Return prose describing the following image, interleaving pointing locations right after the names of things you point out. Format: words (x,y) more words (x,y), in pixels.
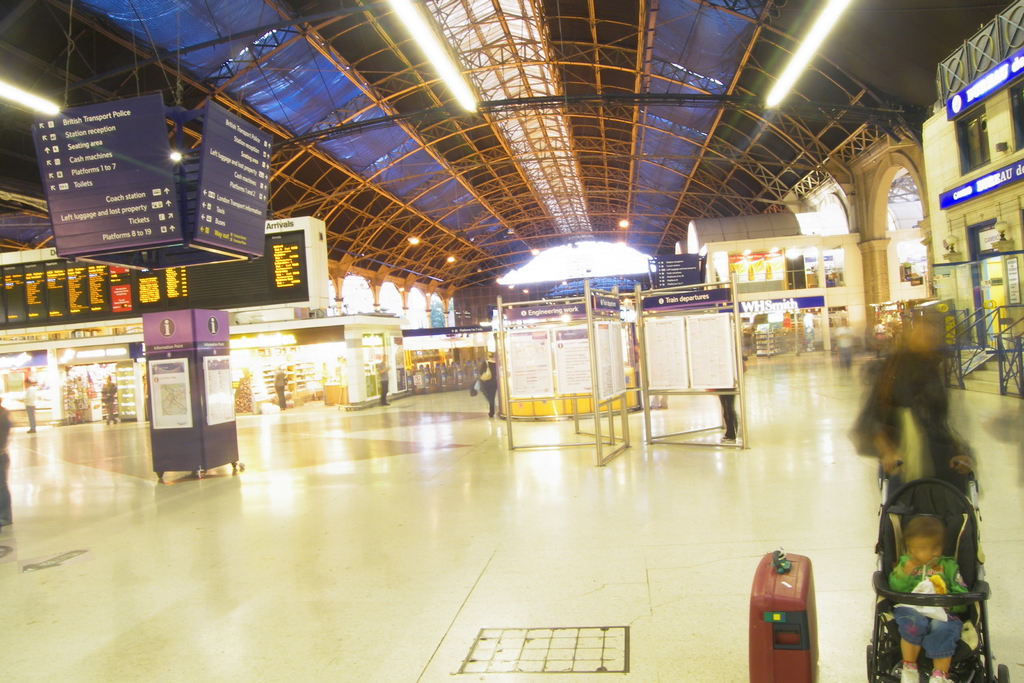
In this image I can see the inner view (376,546) of the train station (384,581). To the right (920,562) I can see two people (915,575) and the bag (762,627). I can see many boards (27,295) to the stall (333,358). I can see few people (29,380) in-front of the stalls (746,276). There are many lights (21,100) and the roof (536,149) in the top (459,143).
